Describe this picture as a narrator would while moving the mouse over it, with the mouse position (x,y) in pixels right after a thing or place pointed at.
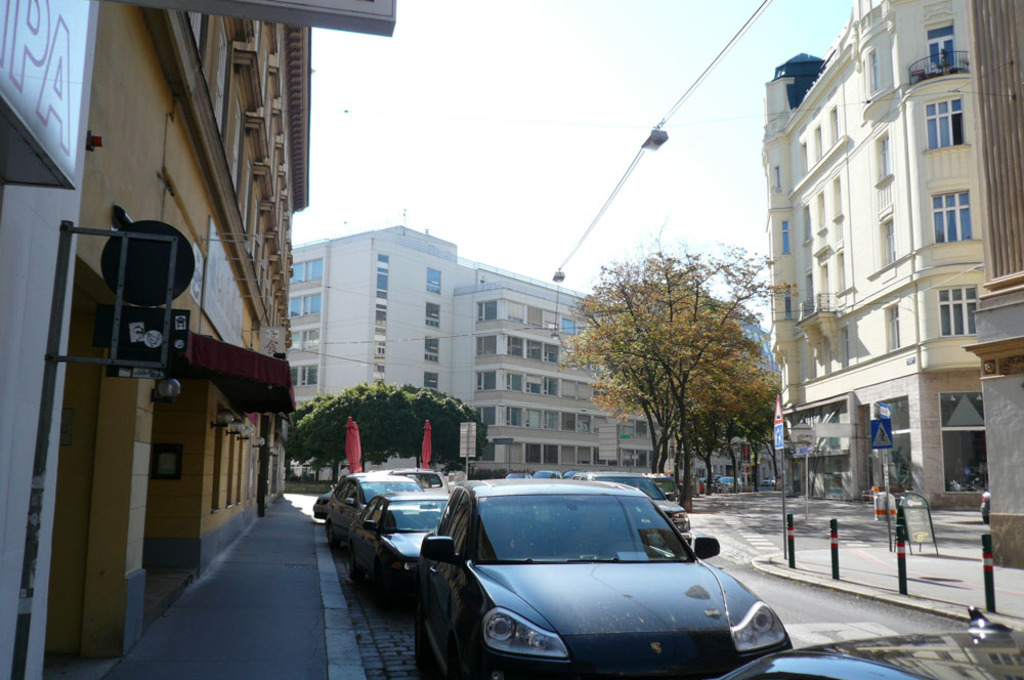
In this image I can see at the bottom (377,592) there are cars (645,598) on the road (792,619). There are buildings (963,463) on either side of this image. At the back side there are trees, at the top (507,124) it is the sky (516,61).
